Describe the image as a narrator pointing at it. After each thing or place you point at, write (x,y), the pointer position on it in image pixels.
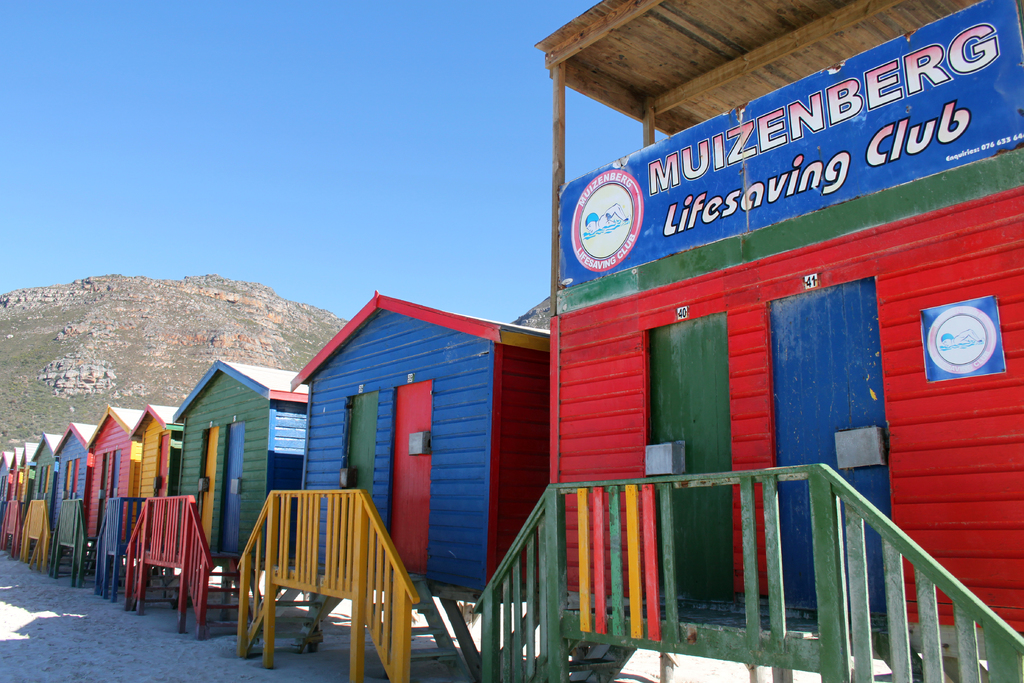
This picture consists of group of houses (583,334) visible in the middle (650,334), on the right side of the house (365,406) I can see a text (737,145) on the wall (985,277), at the top (319,130) I can see the sky (465,235) and on the left side (131,295) I can see the hill (185,309).
